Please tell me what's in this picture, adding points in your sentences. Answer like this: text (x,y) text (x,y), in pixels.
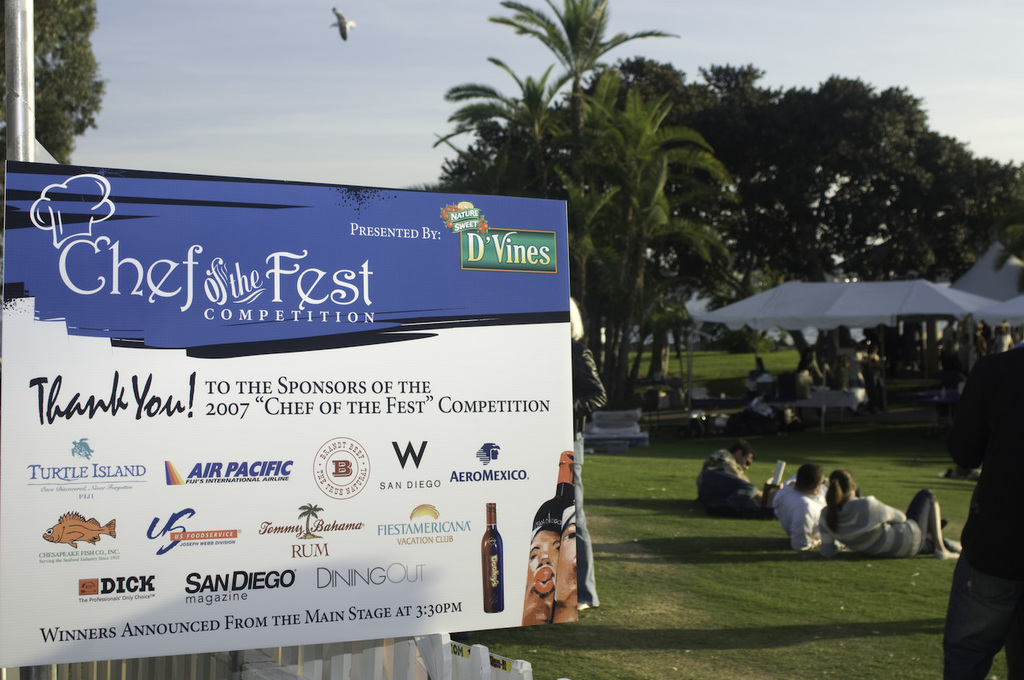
Here in this picture, in the front (296,315) we can see a board (348,251) present over a place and on that we can see some pictures (557,529) and text (192,380) printed and beside that on the ground (854,473) we can see some people (798,502) sitting and we can also see tents (951,305) present, under that we can see some people (878,358) sitting on chairs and we can see the ground (770,452) is fully covered with grass (823,453) and we can see plants (753,225) and trees (794,225) present and we can see a bird (342,36) flying in the air (317,41) and we can see the sky (333,66) is cloudy.
